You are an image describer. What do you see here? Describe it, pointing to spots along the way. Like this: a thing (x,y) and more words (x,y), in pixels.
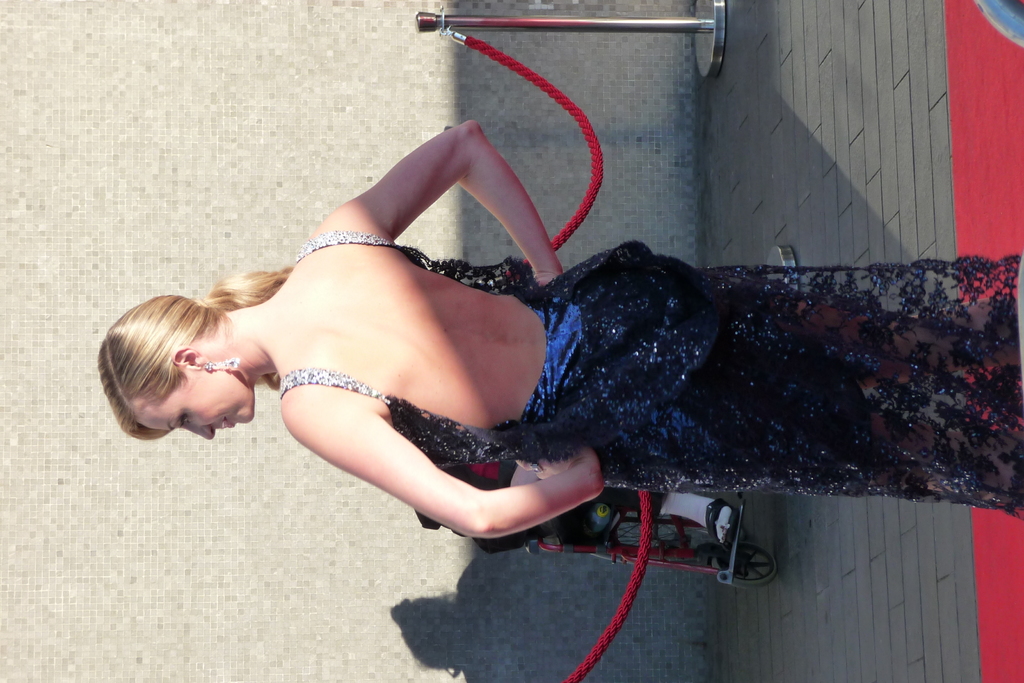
In this picture we can see a woman (672,462) standing on a red carpet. There are few ropes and stands (555,17).
